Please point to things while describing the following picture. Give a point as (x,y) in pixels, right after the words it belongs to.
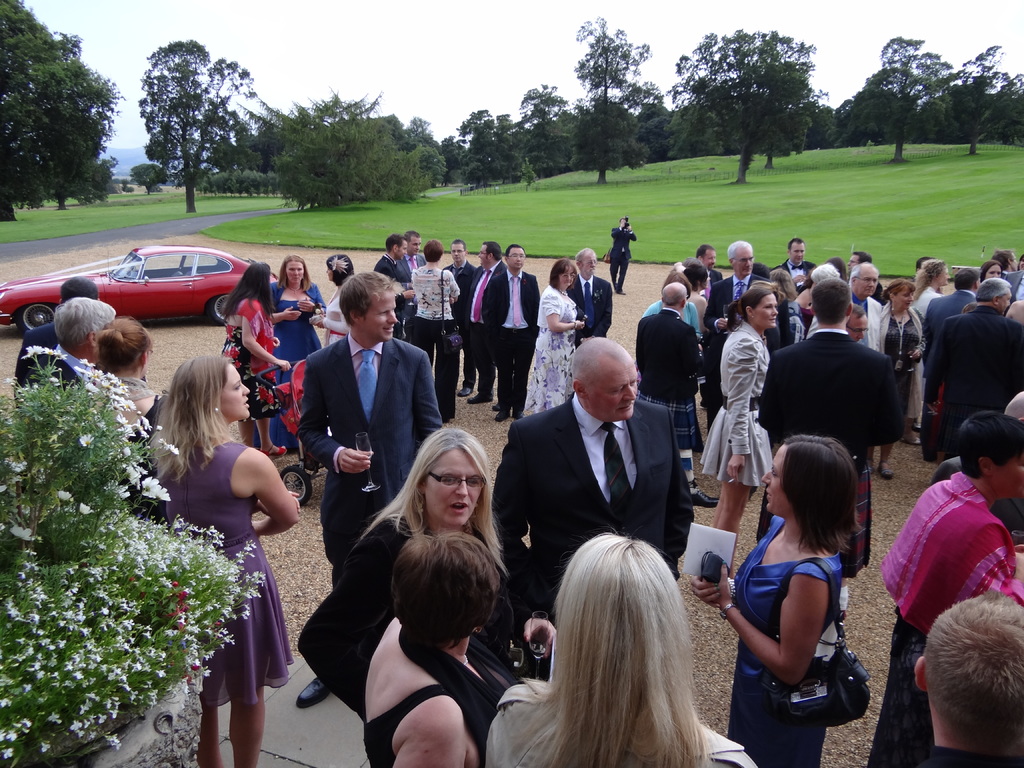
In this image we can see a group of people (696,319) standing. In that we can see a some people (543,584) holding the glasses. On the left side (3,573) we can see some plants (3,600) with flower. On the backside (405,199) we can see a group of trees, grass (408,228), a fence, the pathway (162,228), a car (141,278) parked aside and the sky (412,67) which looks cloudy.
